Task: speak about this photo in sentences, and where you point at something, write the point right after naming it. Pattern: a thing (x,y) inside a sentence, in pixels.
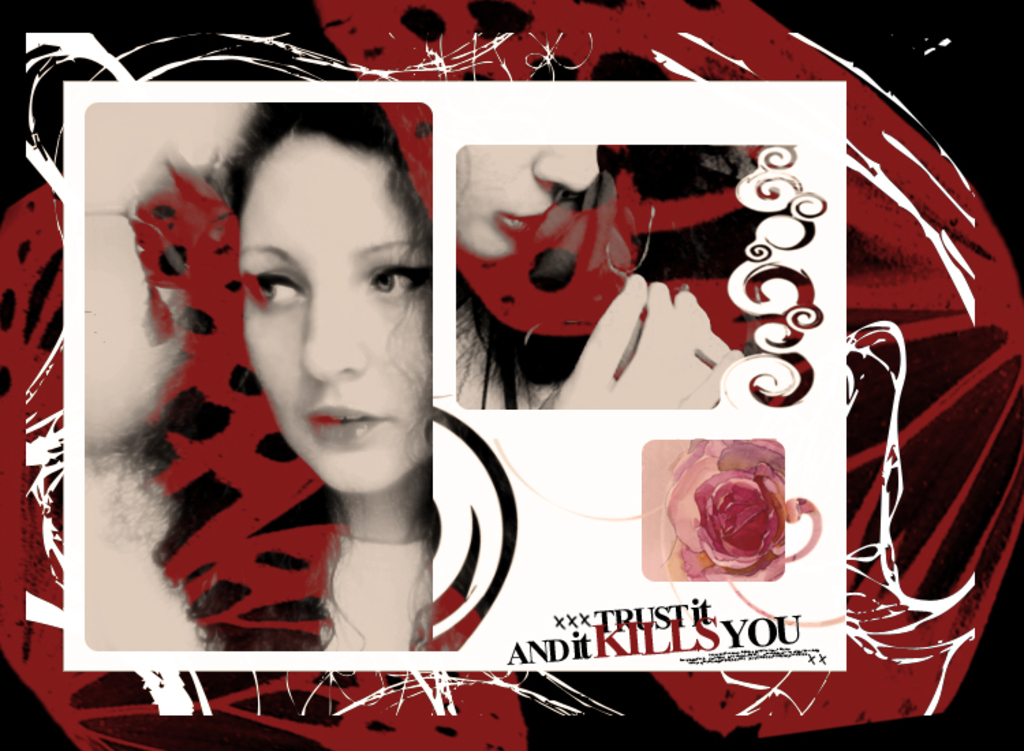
In this picture I can see there is a image of a woman (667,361), she is looking at left side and there is something written at the bottom of the image (661,639) and there is a black and red backdrop (930,337).
